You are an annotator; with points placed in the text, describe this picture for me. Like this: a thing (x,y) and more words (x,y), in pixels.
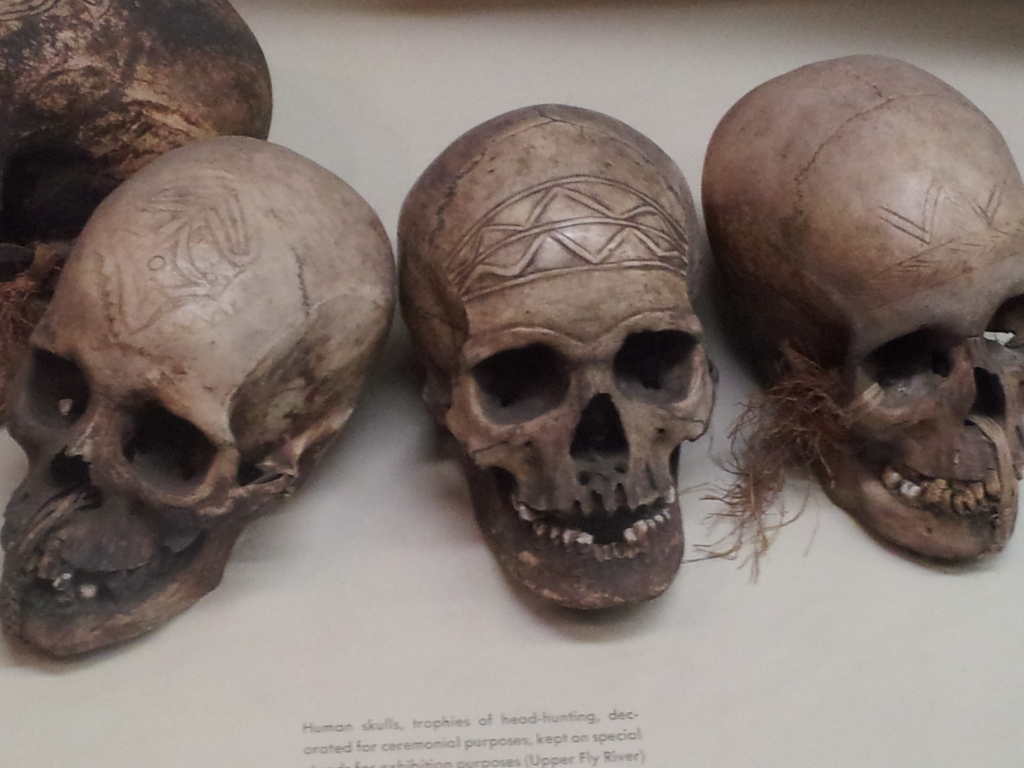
In this picture I can see the four person's head skulls (374,324) which is kept on the table (763,591). At the bottom (595,759) I can see something is written.
